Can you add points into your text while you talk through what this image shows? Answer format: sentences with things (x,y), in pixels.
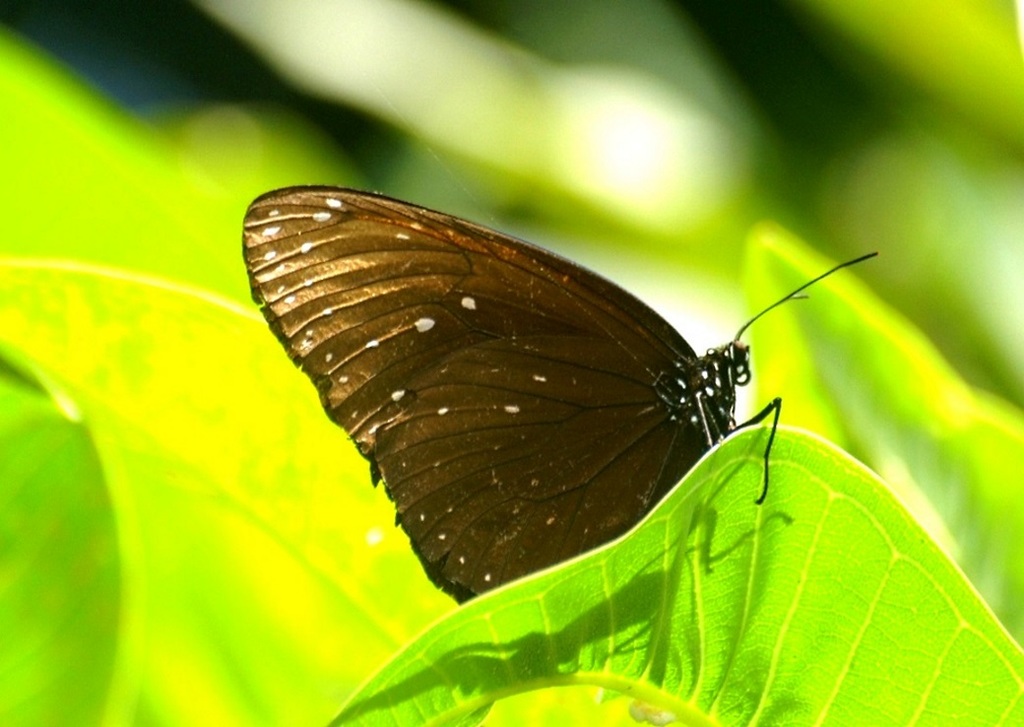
In this image, we can see some green color leaves (136,658), there is a black color butterfly (570,476) sitting on the green leaf (701,497).
